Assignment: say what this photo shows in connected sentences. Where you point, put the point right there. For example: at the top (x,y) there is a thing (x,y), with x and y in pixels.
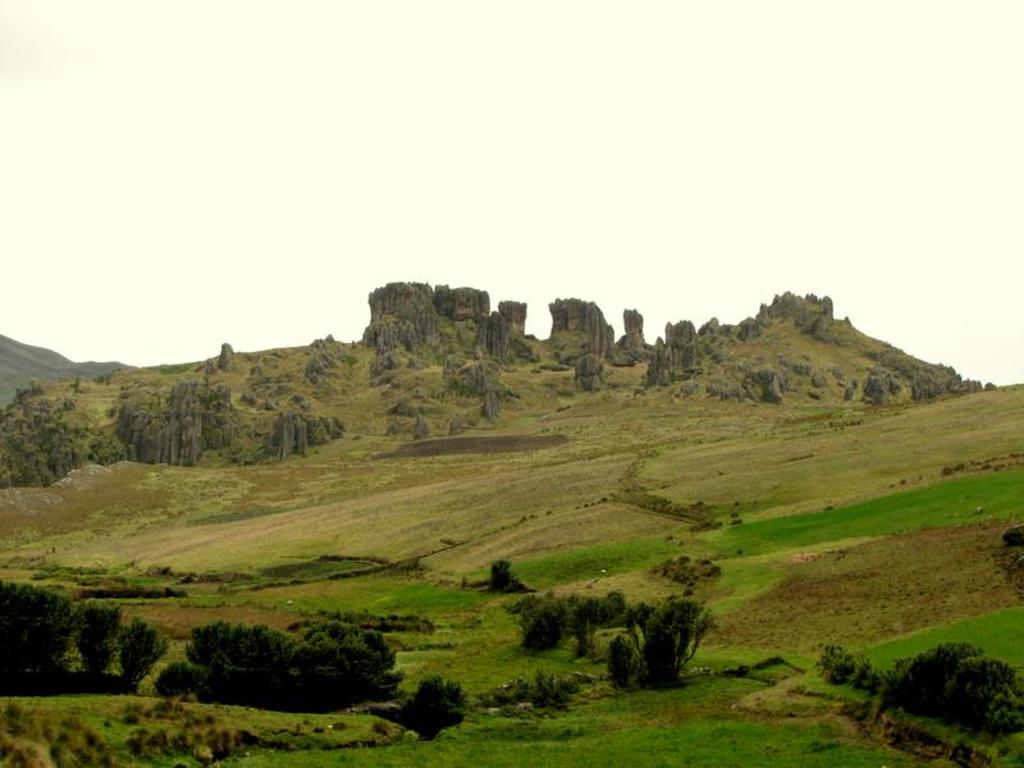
In this image we can see plants (514,583) and grass (458,567) on the ground (652,572). In the background (752,454) we can see hill (750,432), rocks (420,346) and the sky (471,194).
